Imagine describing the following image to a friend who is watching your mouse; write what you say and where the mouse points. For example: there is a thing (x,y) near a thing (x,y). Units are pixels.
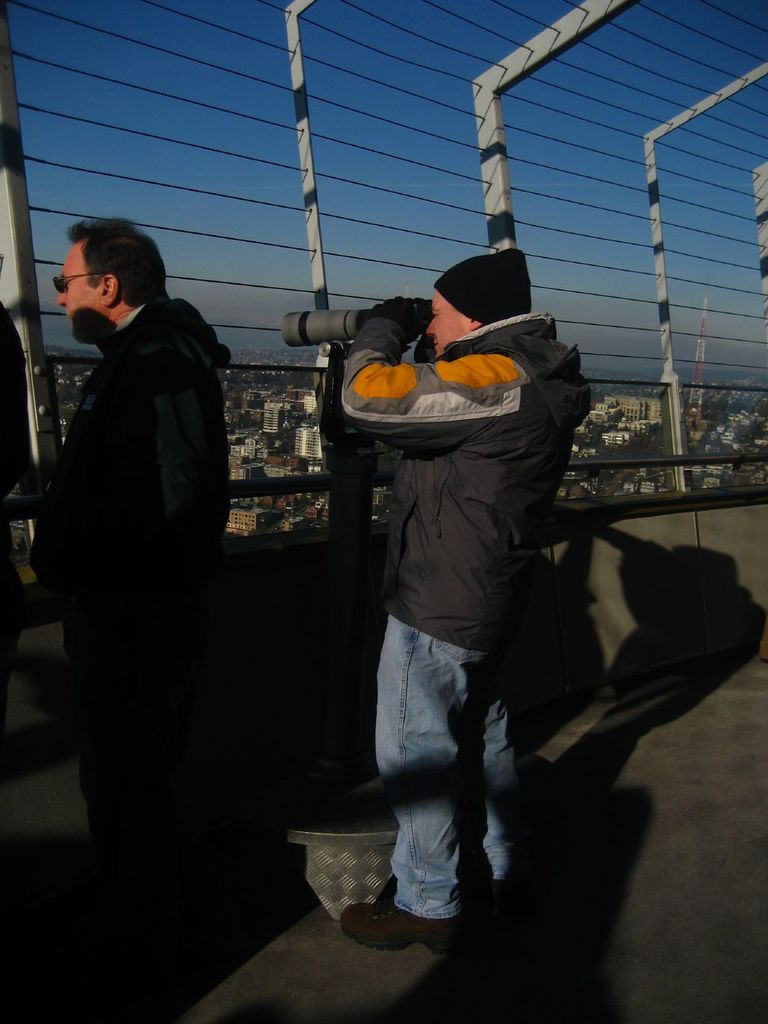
This picture shows couple of men (399,432) standing. We see a man (466,301) wore a cap (466,301) and gloves (402,325) to his hands (391,320) and he is holding a telescope (328,338) in his hands (412,328) and looking through it and we see another man (121,453) standing and he wore spectacles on his face (71,295) and both of them wore jackets (419,403) and we see buildings (632,411) and a tower (697,411) and metal fence (18,5) and a blue sky (437,253).
